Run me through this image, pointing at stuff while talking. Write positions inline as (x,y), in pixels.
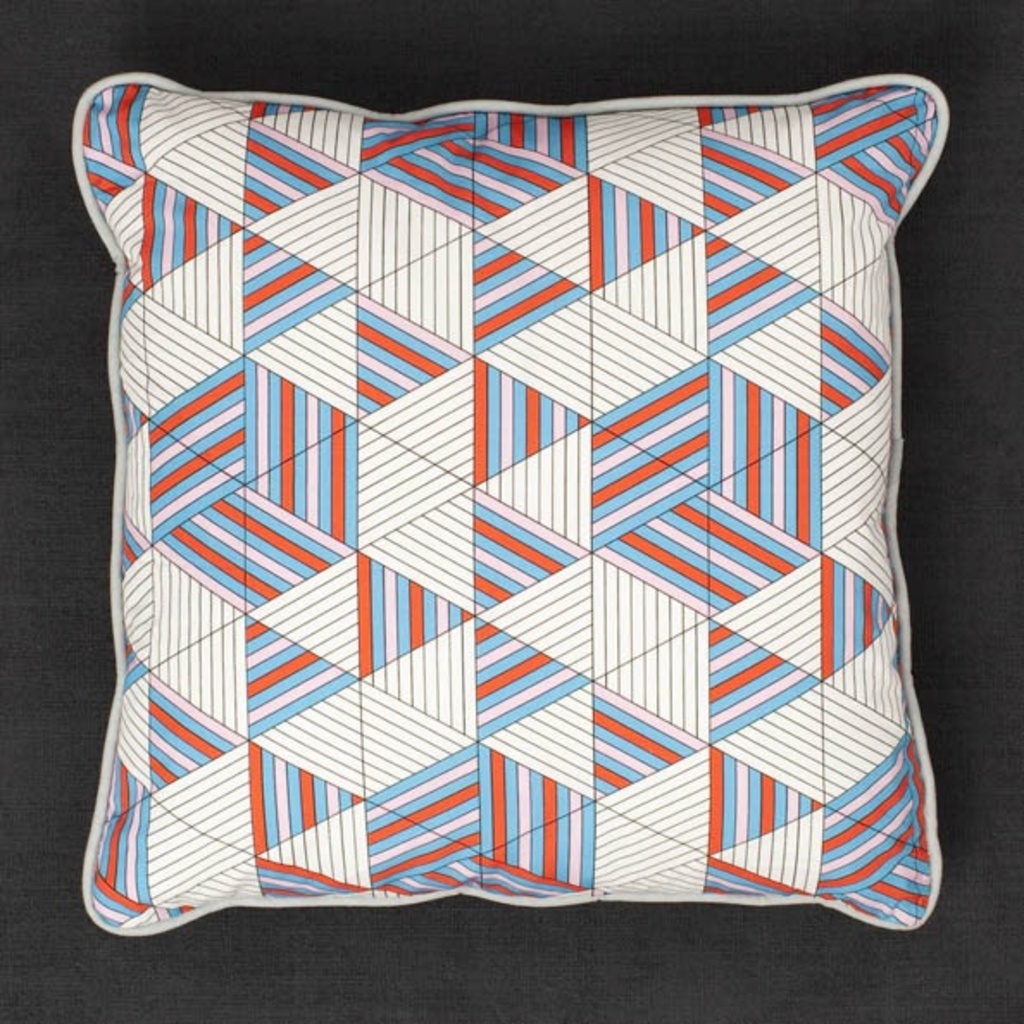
In this picture we can see a pillow (282,277) on a black surface (516,58).
